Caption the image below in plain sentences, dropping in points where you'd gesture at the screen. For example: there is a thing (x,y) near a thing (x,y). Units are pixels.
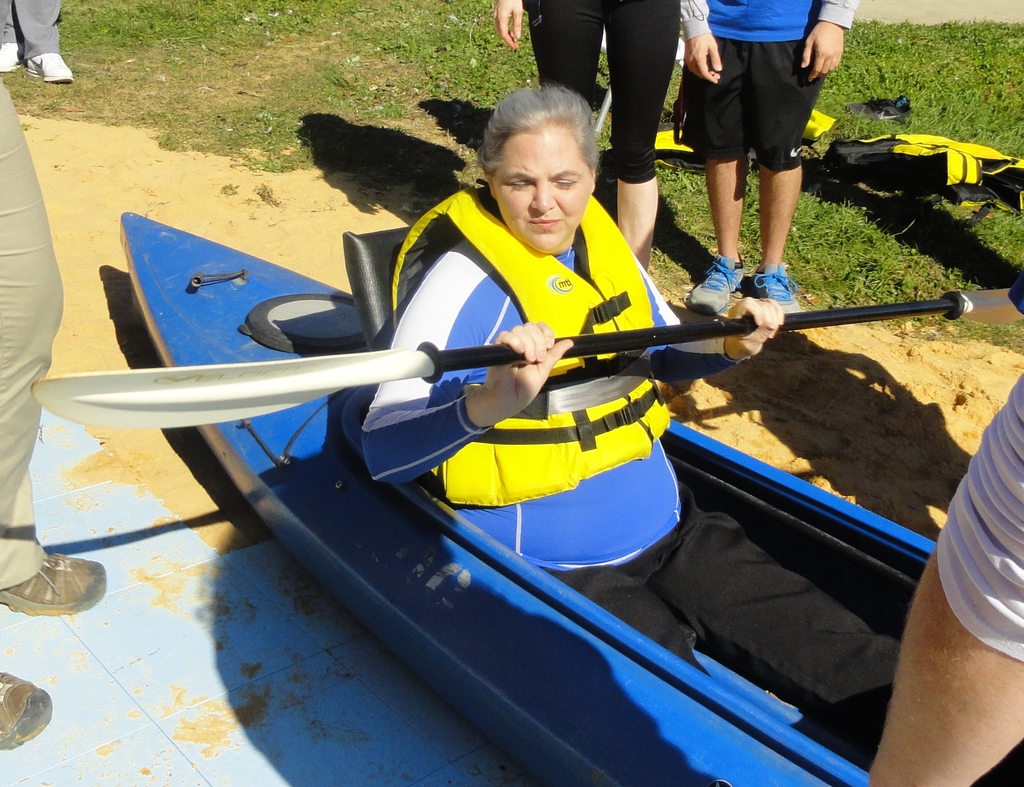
A person (497,502) is sitting on a boat (335,448) and holding paddle (723,324). There are other people (983,765) and grass (123,34).
